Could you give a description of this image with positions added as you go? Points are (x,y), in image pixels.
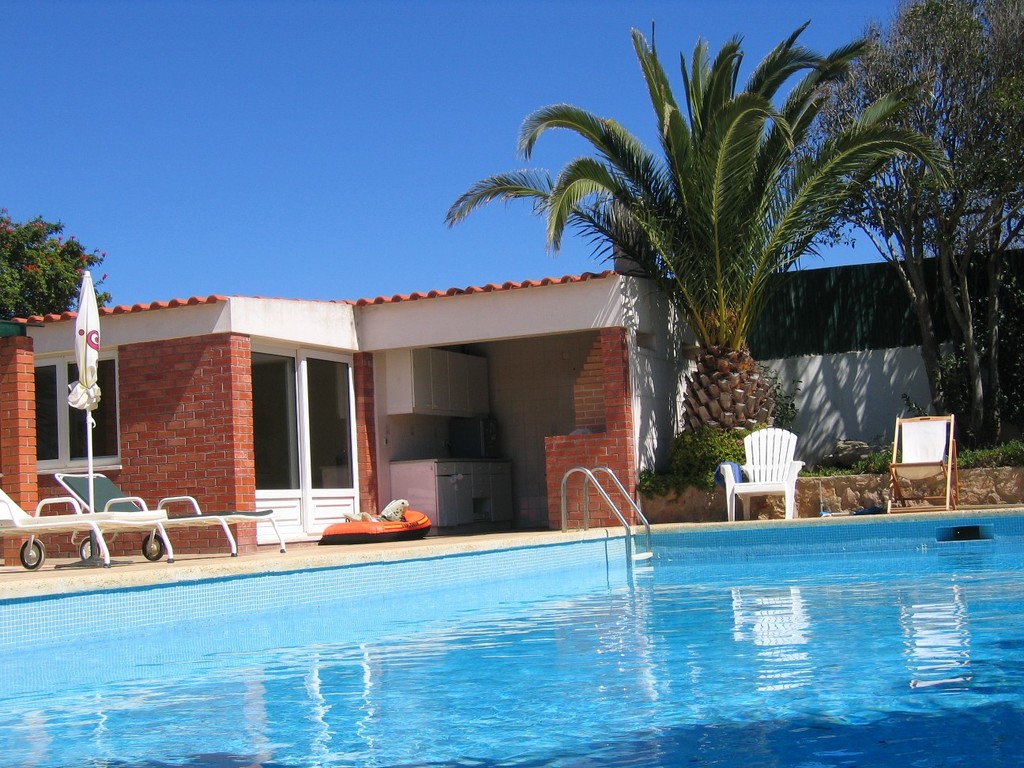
In this picture there is a swimming pool (640,588) in the center of the image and there are chair (954,466) around it, there is an umbrella (86,293) on the left side of the image (76,339), there is a room (63,389) in the background area of the image (63,343) and there are trees (76,276) on the right (730,380) and left side of the image (72,258).
